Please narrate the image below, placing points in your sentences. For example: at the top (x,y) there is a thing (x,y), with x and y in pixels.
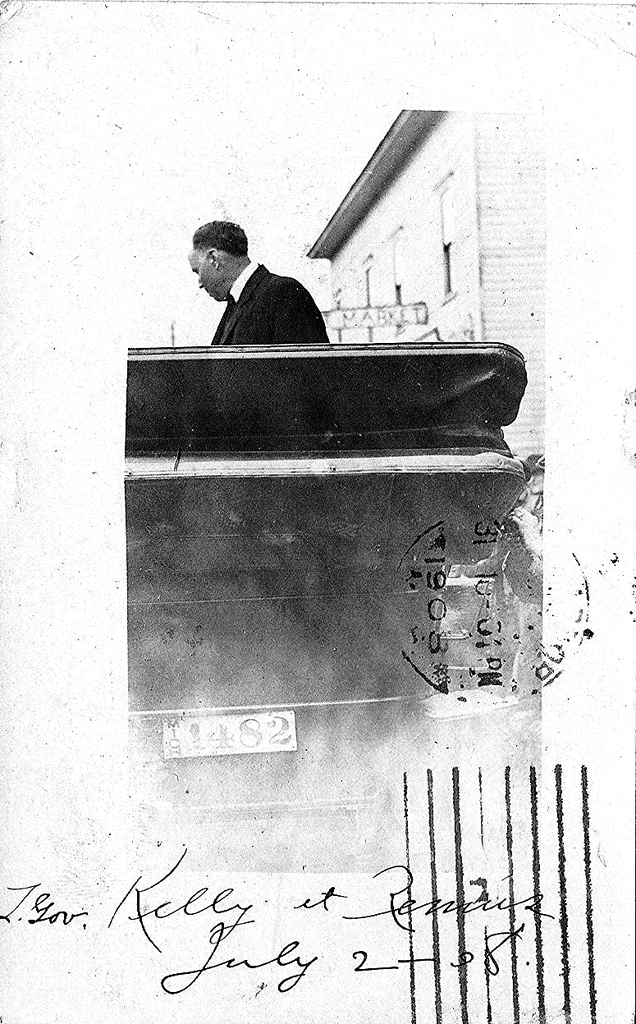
In this black and white image, we can see a person (279,301) wearing clothes (239,293). There is a vehicle (340,408) in the middle of the image (369,369). There is a roof house (415,253) in the top right of the image (491,126). There is a written text (46,918) at the bottom of the image (509,944).
